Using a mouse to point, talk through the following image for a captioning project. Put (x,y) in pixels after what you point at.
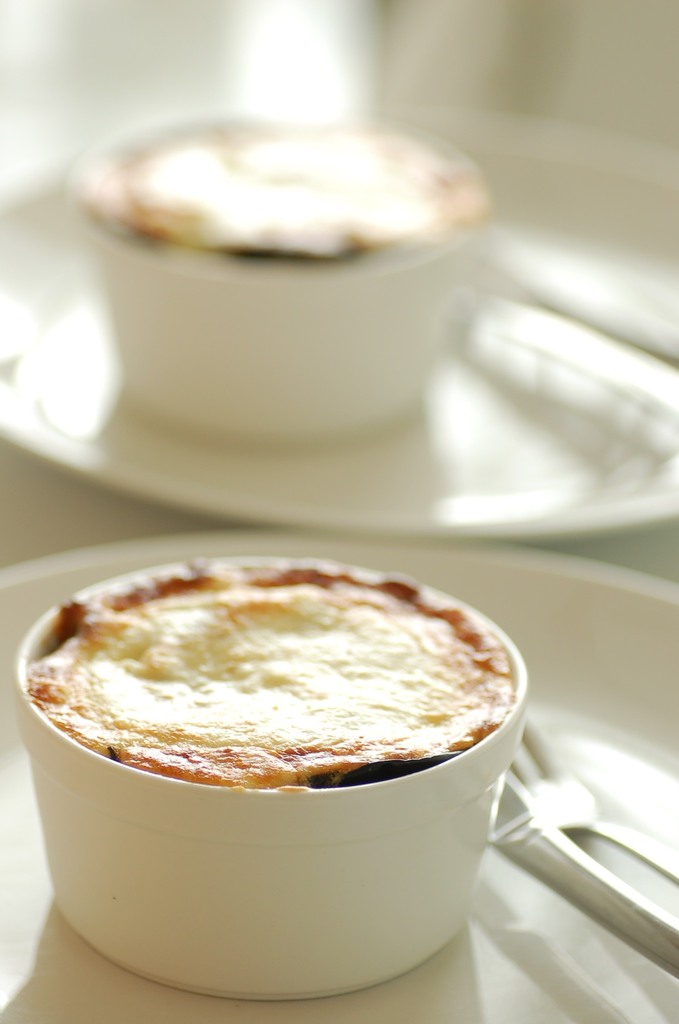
In this image we can able to see two baked dishes (333,570) on plates (664,752), and there is a knife (580,871), and a fork (559,809).
